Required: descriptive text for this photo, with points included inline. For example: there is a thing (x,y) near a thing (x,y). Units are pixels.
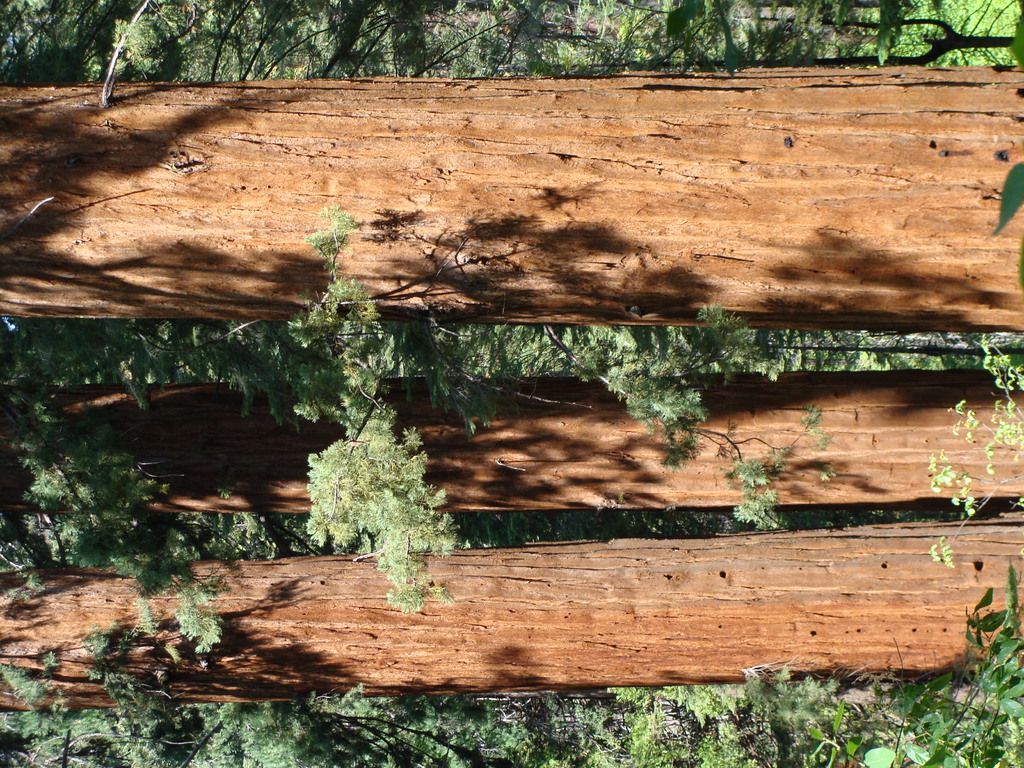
In this picture we can see few plants (722,26) and tree trunks (646,579).
